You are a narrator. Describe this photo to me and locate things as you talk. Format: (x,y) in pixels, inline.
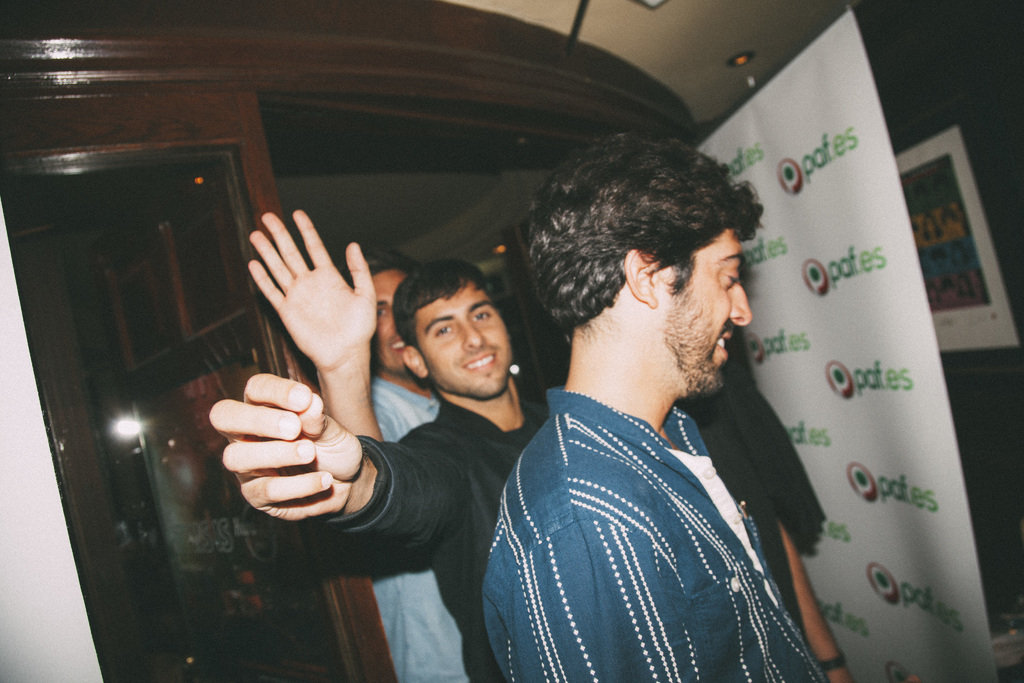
In this image we can see three people (546,456) are standing and in front of them there is a board (850,211) with some text (850,275) and in the background (49,277) we can see a door (254,677) and there is an object (951,130) on the right side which looks like a photo frame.
